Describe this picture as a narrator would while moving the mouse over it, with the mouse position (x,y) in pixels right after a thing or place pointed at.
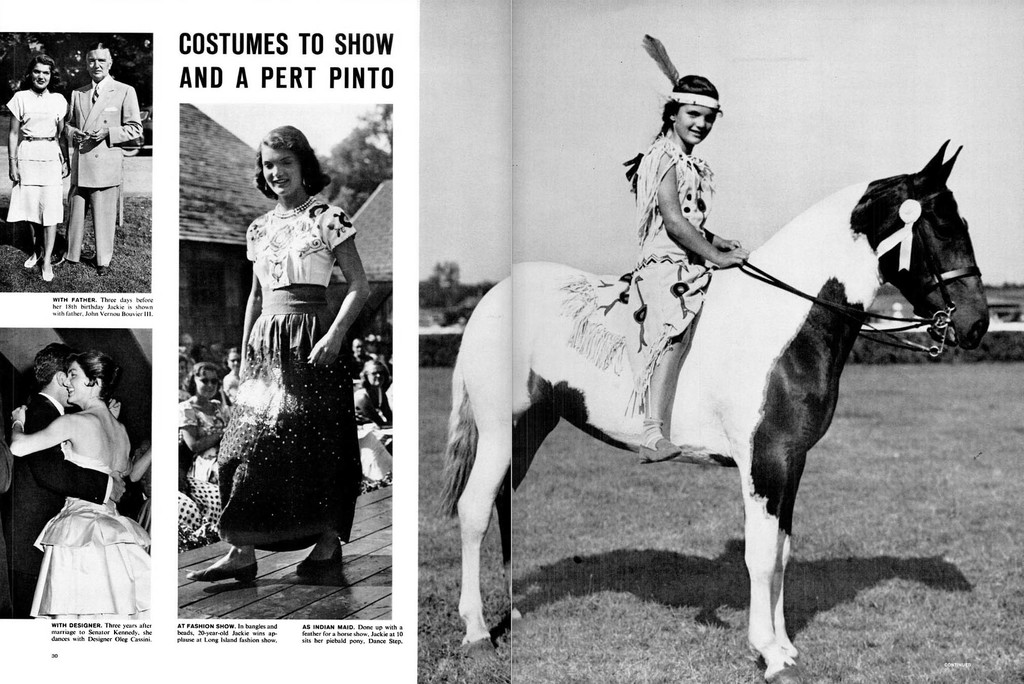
A girl (660,240) is sitting on the horse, here there are people (265,296) standing.
